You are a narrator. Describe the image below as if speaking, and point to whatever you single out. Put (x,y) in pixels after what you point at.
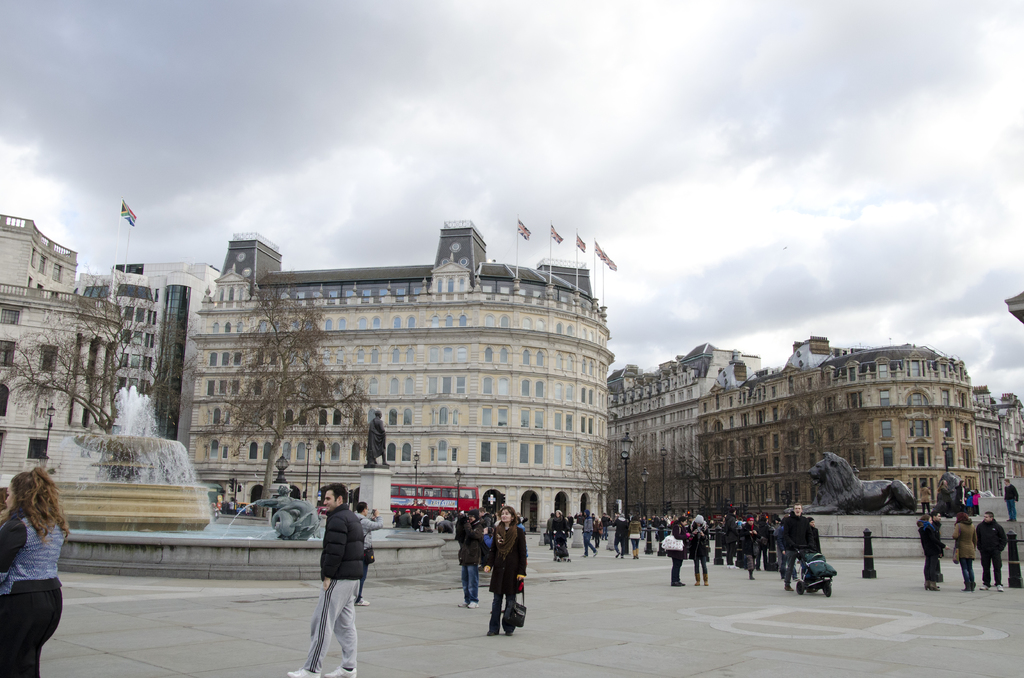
In the image there is a pavement (430,647) and there are a lot of people (609,518) standing and walking on the pavement (727,600), there is a fountain (143,479) on the left side (171,505) and on the right side (864,485) there is a sculpture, in the background (274,365) there are buildings (323,364).
